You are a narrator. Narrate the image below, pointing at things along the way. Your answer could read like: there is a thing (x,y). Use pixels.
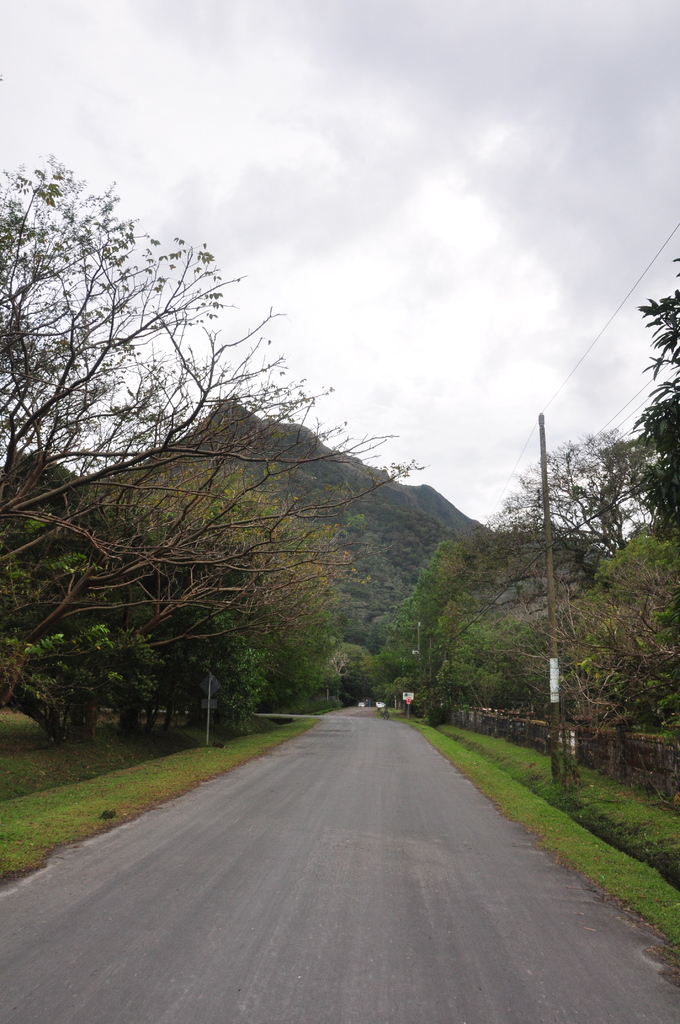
In this picture we can see trees (599,691) on the right side (504,652) and left side (104,629), at the bottom (89,757) there is grass (100,797), in the background (428,514) there is a hill (348,482), we can see a pole (552,610) here, there is the sky (430,295) at the top of the picture (419,238).
